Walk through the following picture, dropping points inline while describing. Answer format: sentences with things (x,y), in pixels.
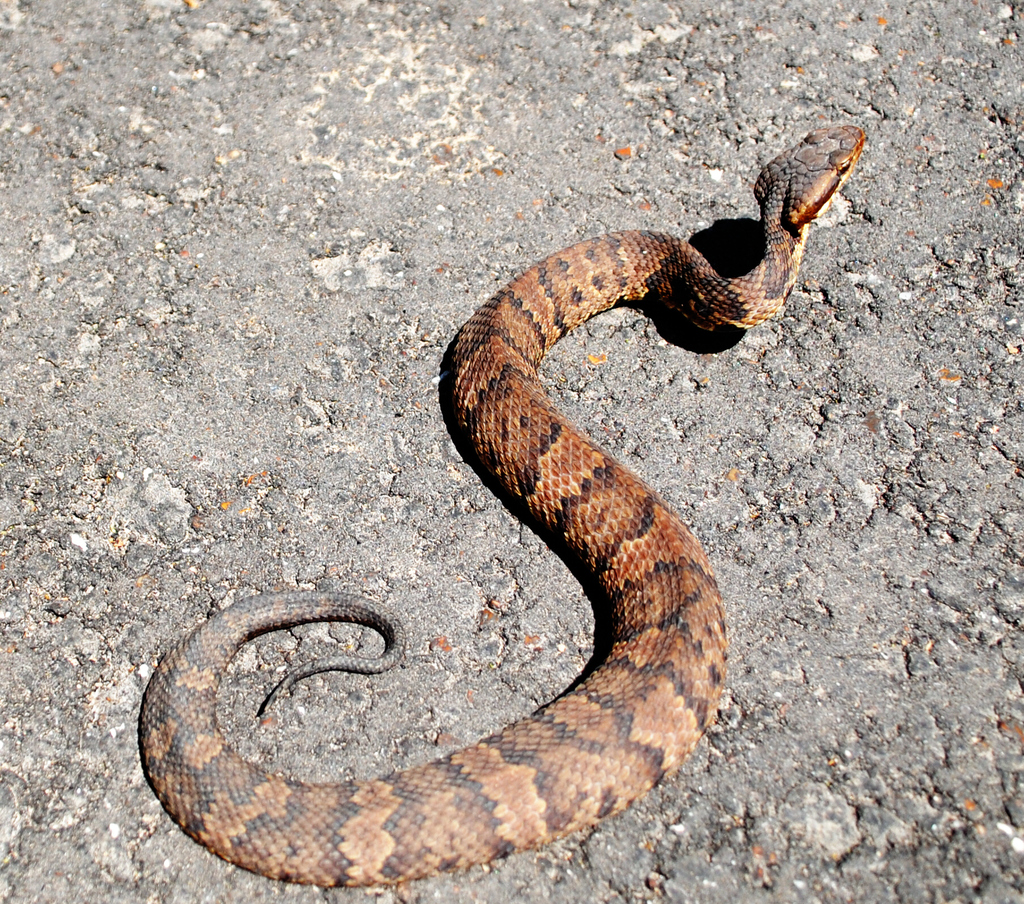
In this picture there is a snake (535,767) and at the bottom (816,701) there is a road (752,247).
